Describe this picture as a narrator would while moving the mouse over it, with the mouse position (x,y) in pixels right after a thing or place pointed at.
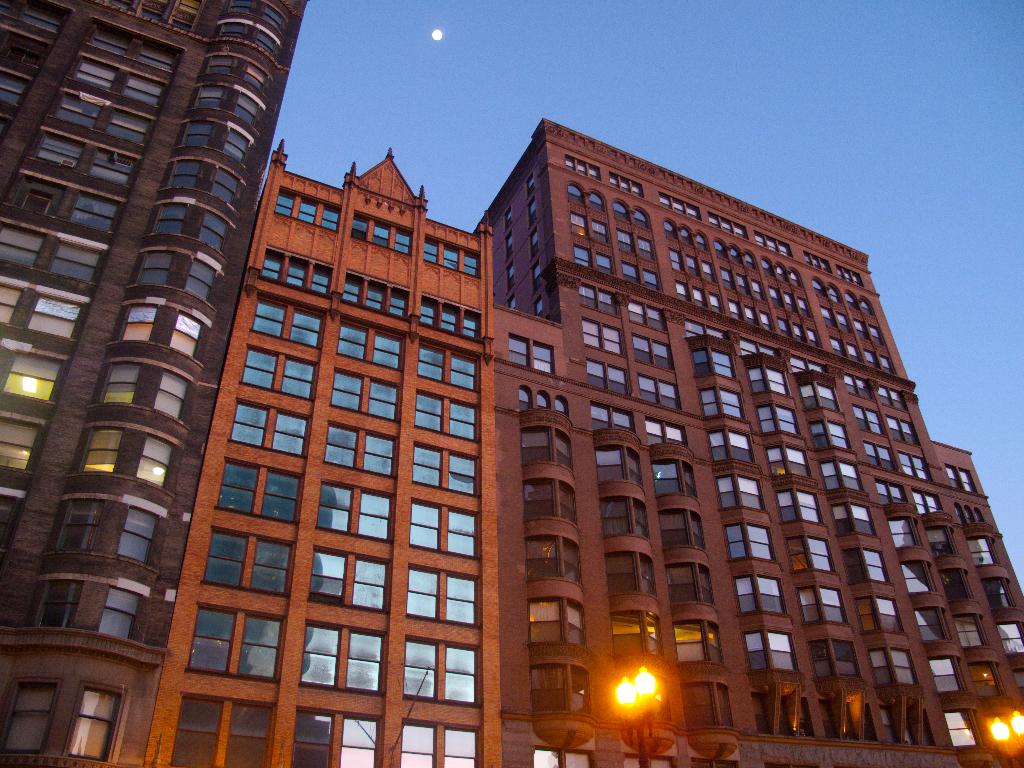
In this image I can see few buildings (515,436), they are in brown and orange color, background (415,53) I can see the moon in white color and the sky (564,36) is in blue color.
